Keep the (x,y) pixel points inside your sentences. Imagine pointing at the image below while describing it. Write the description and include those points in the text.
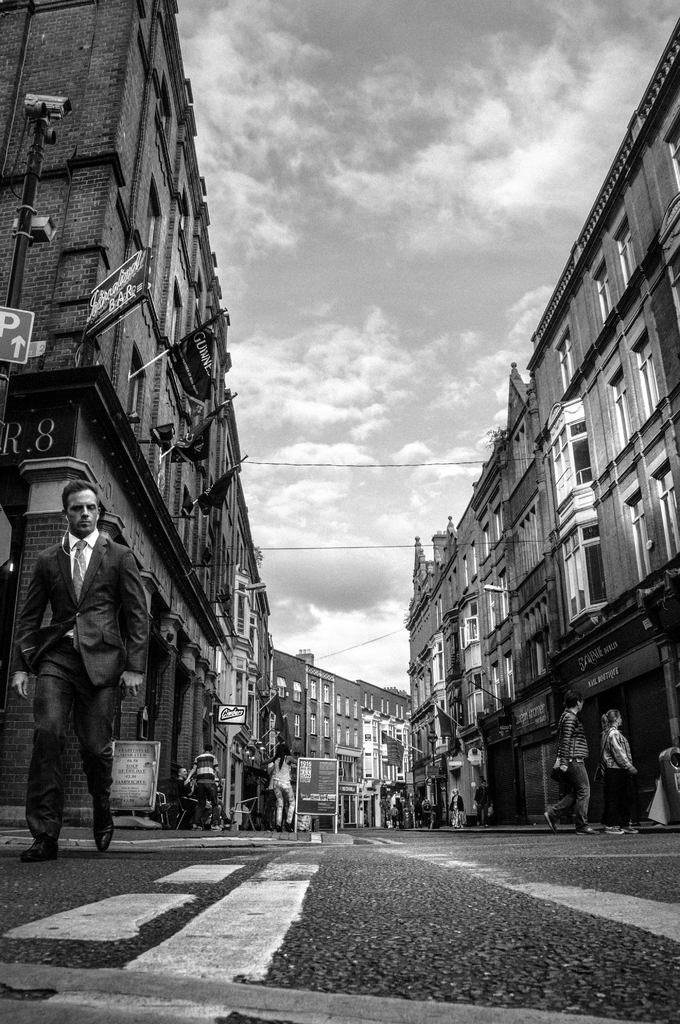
This is a black and white image. In this image we can see roads (356,854). There are many people (281,780) walking. And there are many buildings (232,500) with windows (561,464). And there are flags (194,382) with poles (182,444). On the buildings (14,400) there are names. And there are boards (133,761) with something written. In the background (343,153) there is sky (320,119) with clouds (427,139).
